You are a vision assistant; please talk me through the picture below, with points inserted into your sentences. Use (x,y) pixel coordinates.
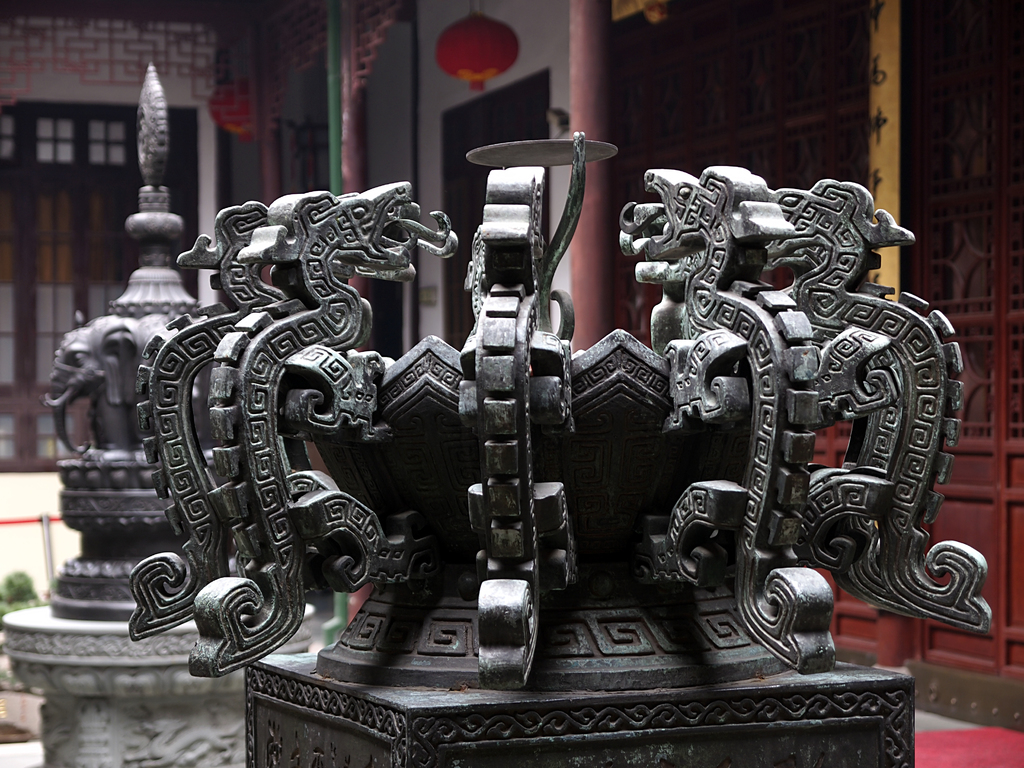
In this image in the foreground (478,379) it looks like a sculptures (190,477), and in the background (79,118) there is a building (30,192), glass windows (67,150), poles (331,46), wall (432,69) and some objects (481,72).
